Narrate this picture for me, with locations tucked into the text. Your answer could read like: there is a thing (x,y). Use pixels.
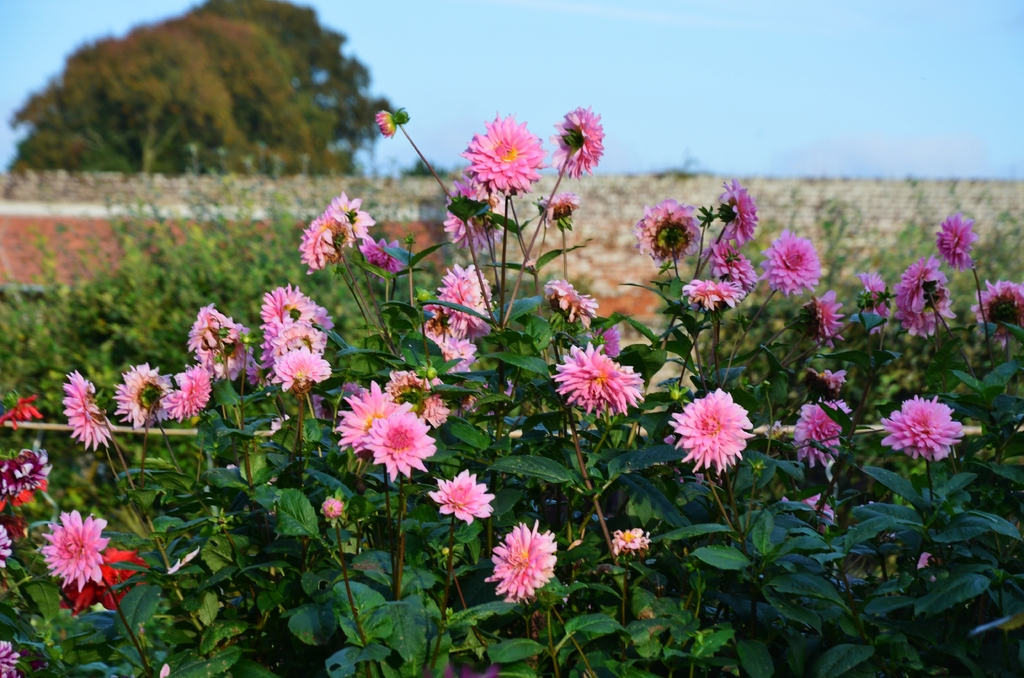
Front side of the image there are few plants (402,498) having flowers (341,443), leaves (359,524) and buds (381,123). Behind there are few plants (188,303). Left top there are few trees (114,63). Top of the image (745,65) there is sky (743,86).
